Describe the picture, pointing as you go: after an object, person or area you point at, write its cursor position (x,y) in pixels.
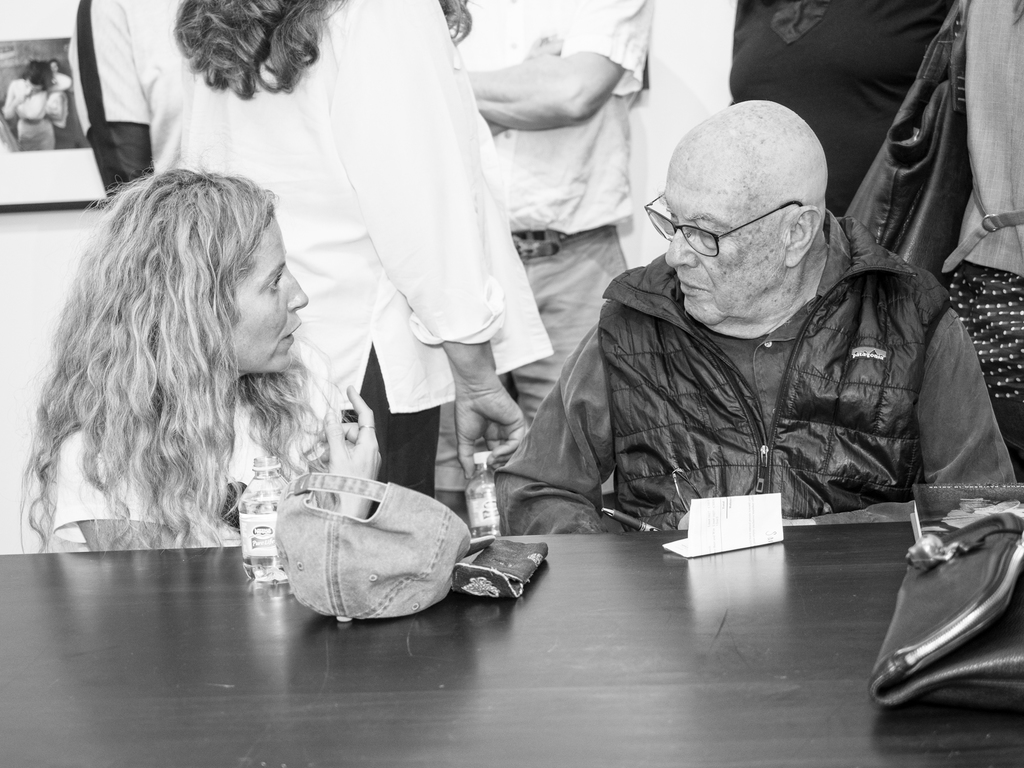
These two persons (280,437) are sitting and few persons (441,84) are standing and this person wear bag (945,186). We can see bottle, cap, paper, bag (967,582) on the table (462,610). On the background (49,250) we can see wall (20,309), frame (33,118).
